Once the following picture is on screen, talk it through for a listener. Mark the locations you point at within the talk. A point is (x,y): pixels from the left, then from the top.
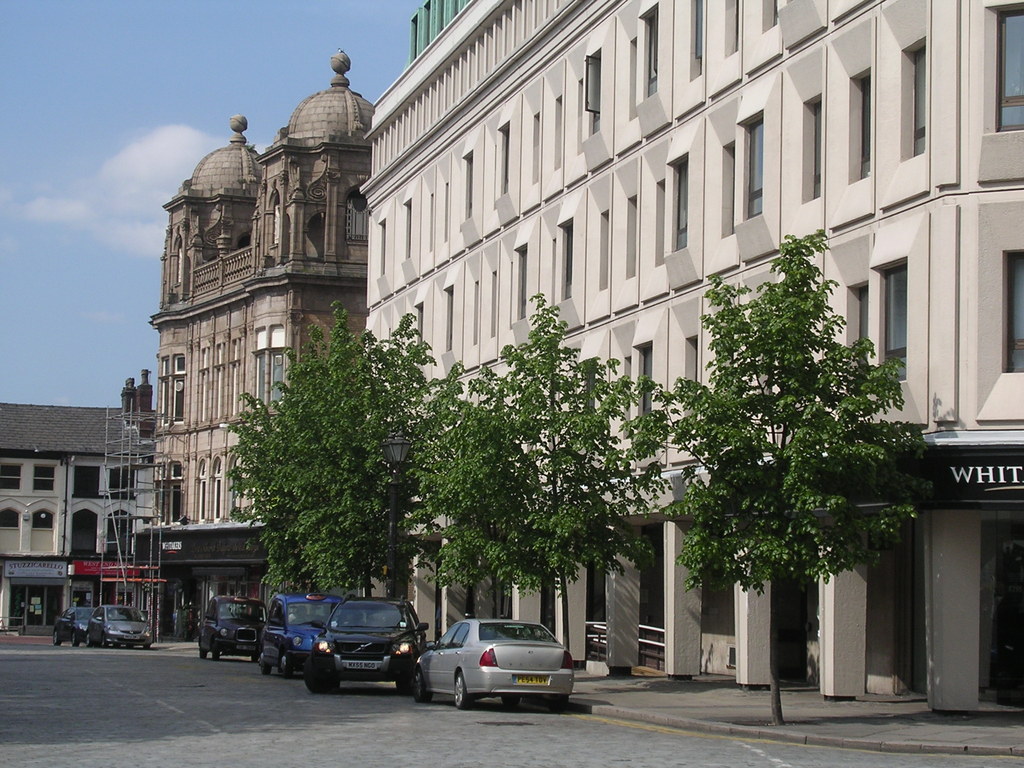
In this image I can see the road (207,735), few vehicles (326,657) on the road (237,709), few trees (308,511) which are green in color and few buildings (816,211). In the background (127,258) I can see the sky (121,111).
